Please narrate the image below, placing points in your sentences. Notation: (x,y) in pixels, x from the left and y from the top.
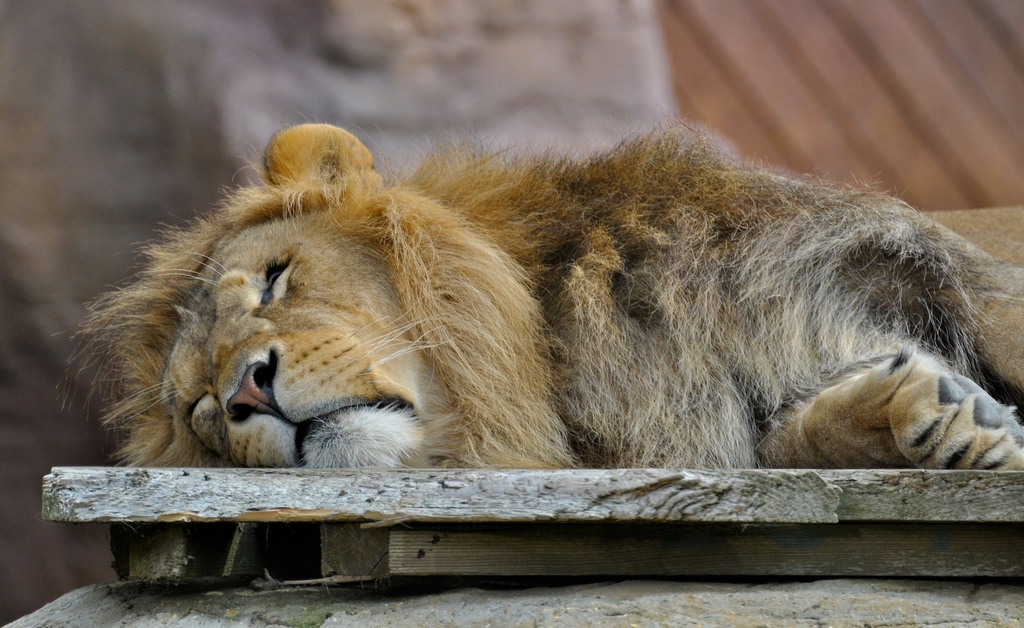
In this image, I can see a lion (544,411) lying on a wooden object (557,473). The background (107,109) looks blurry.
